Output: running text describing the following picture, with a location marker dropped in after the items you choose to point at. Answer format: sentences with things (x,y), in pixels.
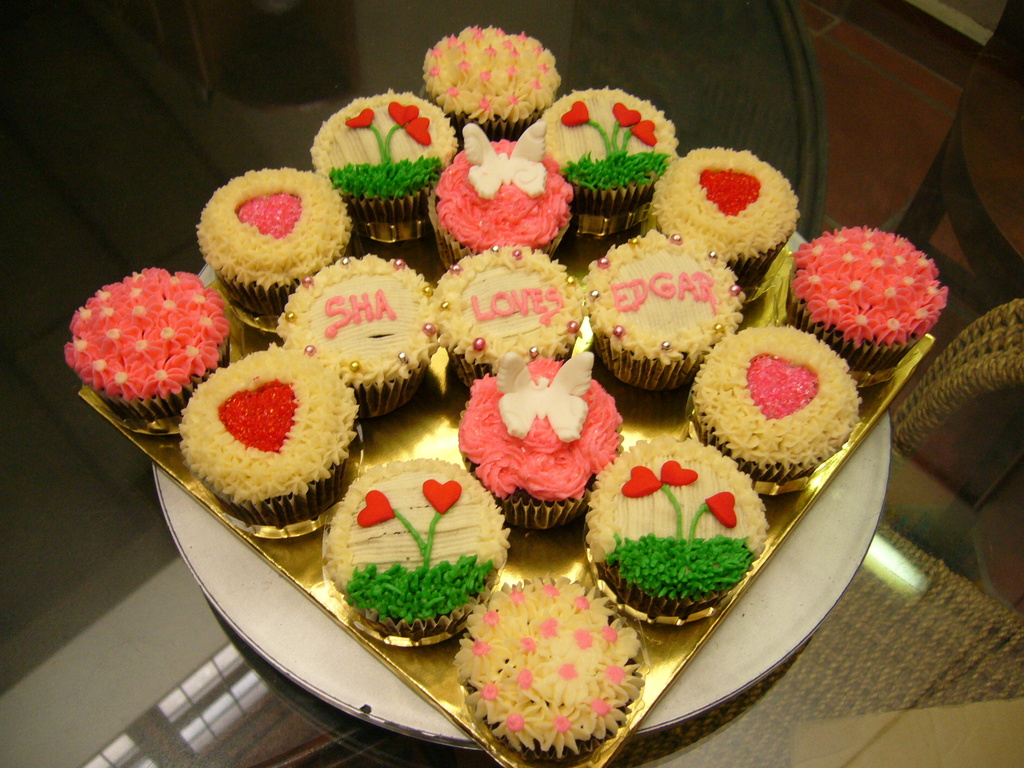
In this image, we can see cup cakes (529,451) in the tray (537,554), which are placed on the table (70,630).
